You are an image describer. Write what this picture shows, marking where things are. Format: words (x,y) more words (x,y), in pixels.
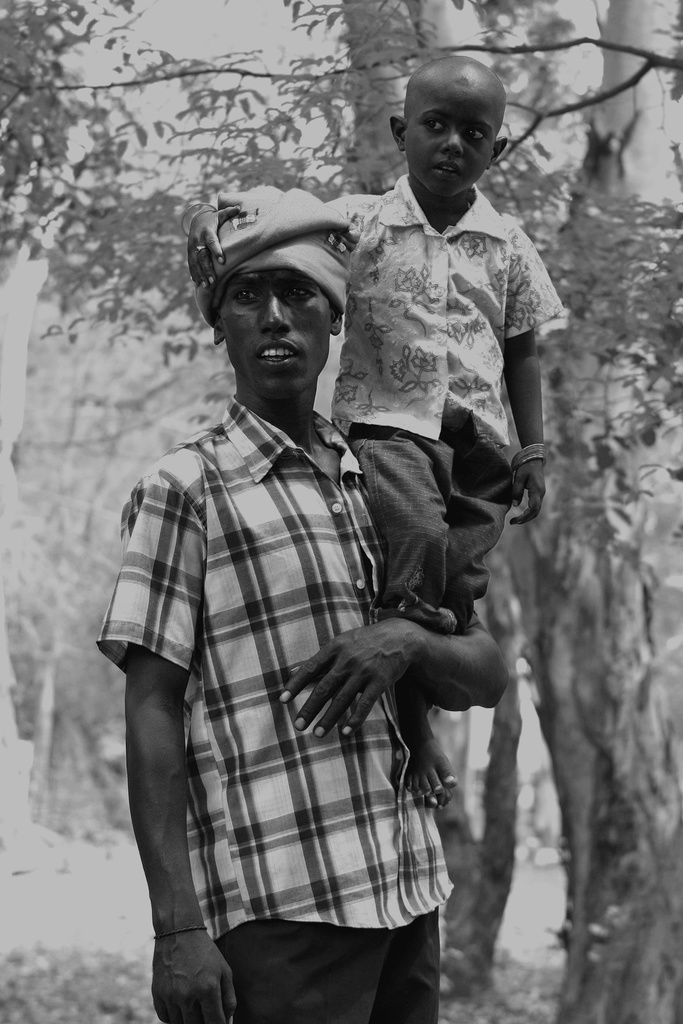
In this image, we can see a man (223,811) standing and there is a kid (471,557) sitting on the arm (369,646) of a man (360,651), in the background (16,19) we can see some trees (588,150).
